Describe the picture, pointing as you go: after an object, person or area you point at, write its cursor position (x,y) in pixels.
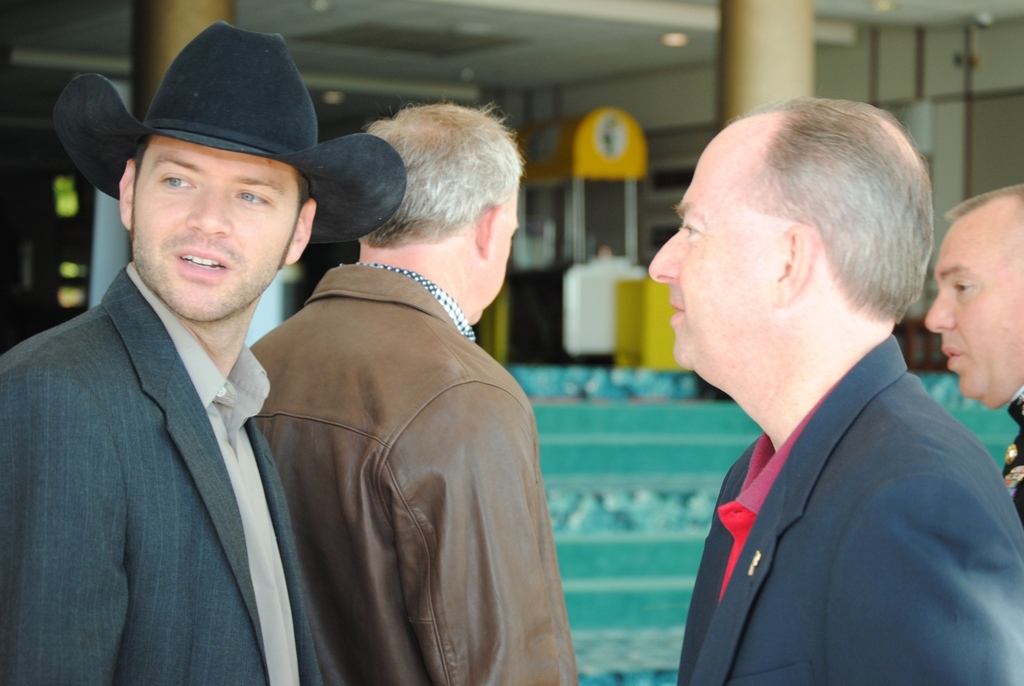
In the image we can see there are people (519,488) standing and in front (280,95) there is a man (282,196) wearing suit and hat (276,152), others (448,441) are wearing jacket (483,519). Behind there is a food stall (576,242).
